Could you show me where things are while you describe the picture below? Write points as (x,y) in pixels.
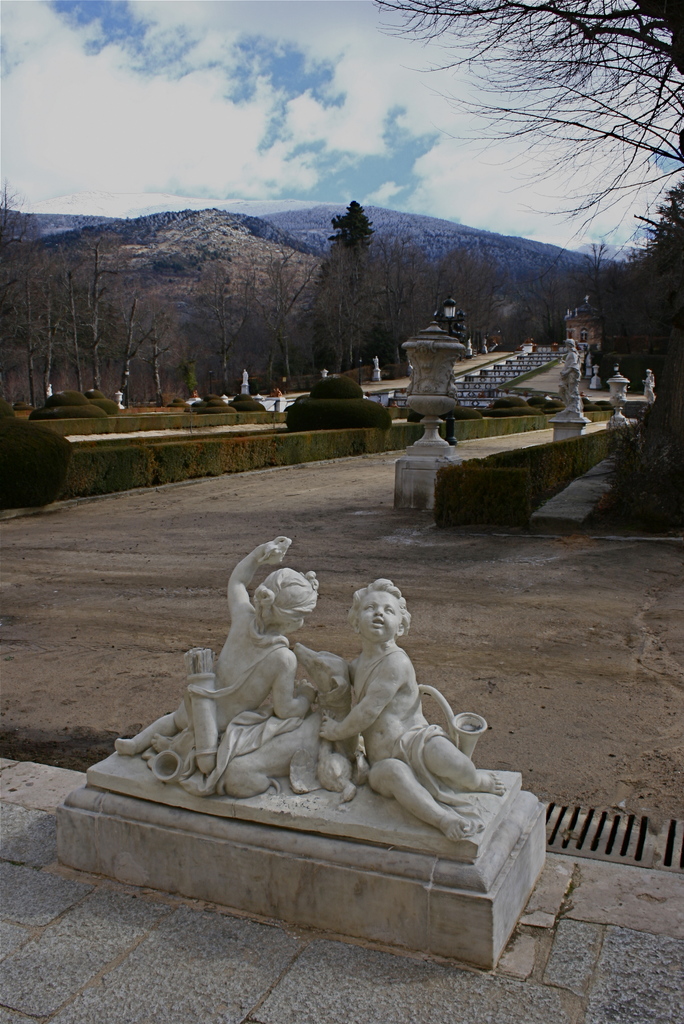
In this picture we can see statues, plants (476,479), trees (595,303), building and some objects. In the background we can see mountains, sky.
